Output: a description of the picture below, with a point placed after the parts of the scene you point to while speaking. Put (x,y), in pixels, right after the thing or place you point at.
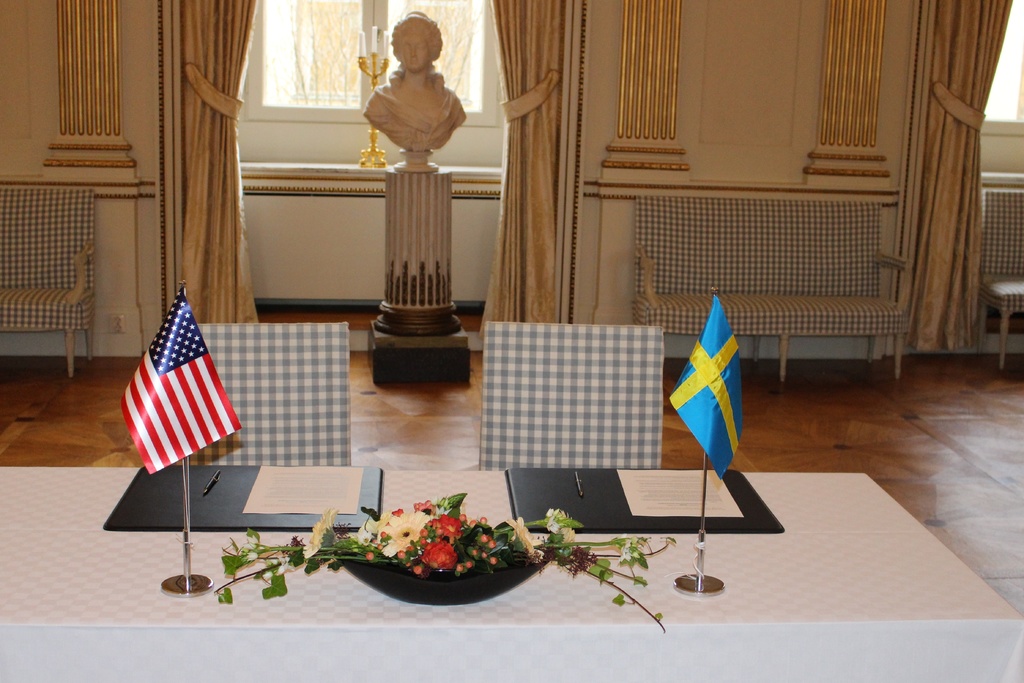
In a room (985,529) there is a sculpture (386,340) and sofa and table (407,509) with flower vase (519,535) in it. Beside her there is a curtains (190,4).
